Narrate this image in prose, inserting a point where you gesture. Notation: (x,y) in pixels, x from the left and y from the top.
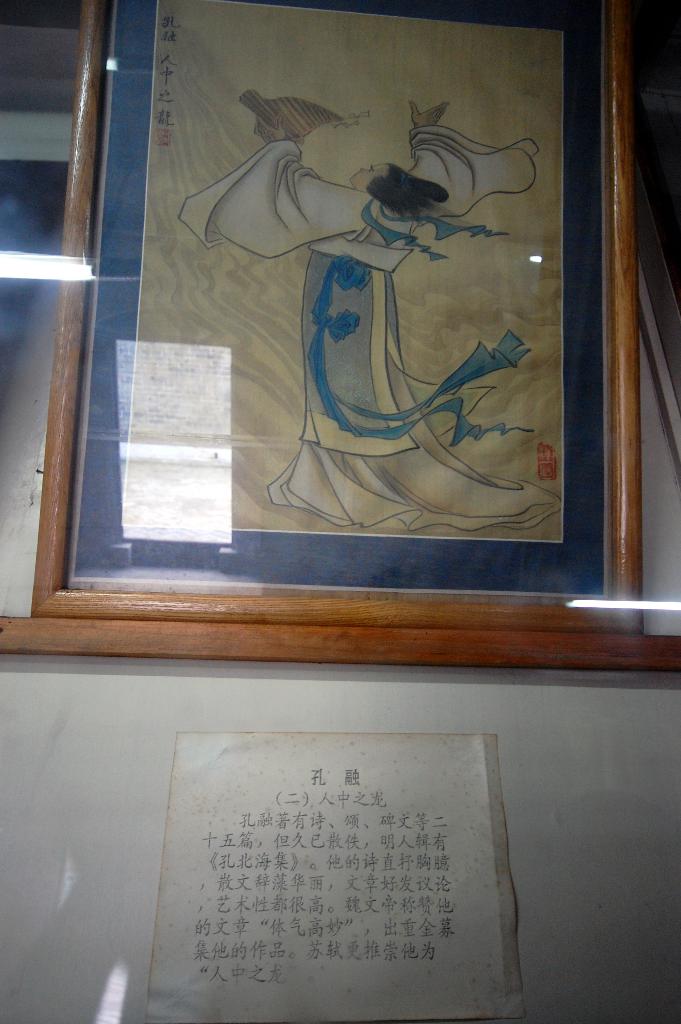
In this image I can see a frame (108,83) and in it I can see a painting (291,210). I can see colour of this painting (219,354) is blue and yellow. Here I can see a white colour paper (260,783) and on it I can see something is written.
